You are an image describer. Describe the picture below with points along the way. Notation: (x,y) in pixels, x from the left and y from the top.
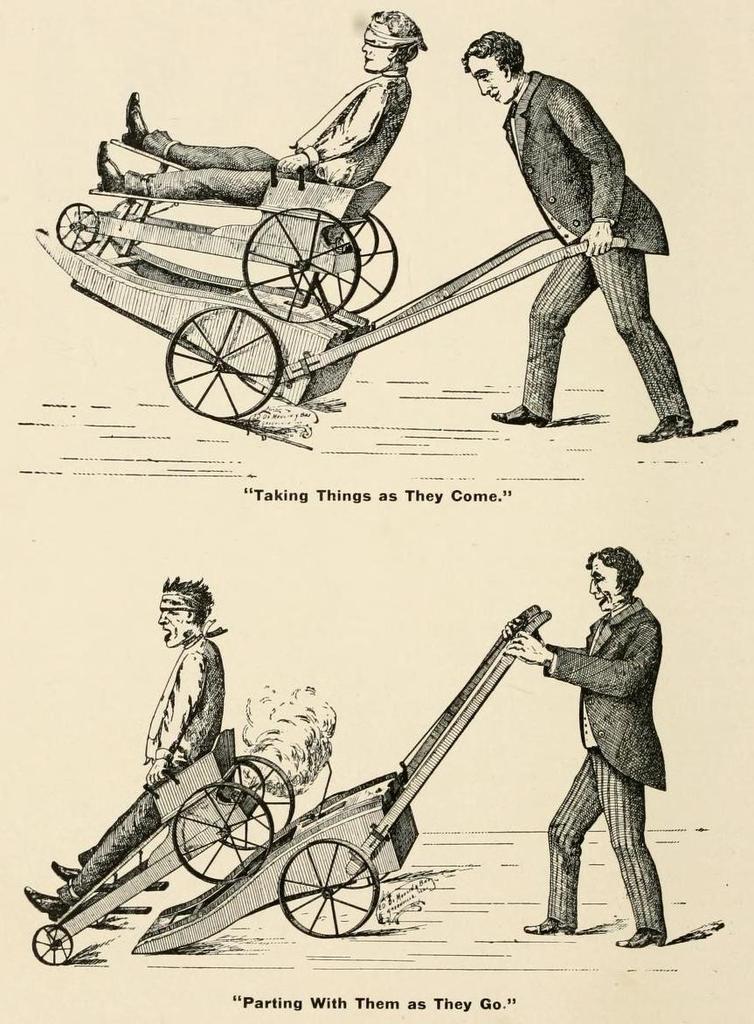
Here we can see two persons (517,122). One person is on the cart (213,277) and another person (641,239) is holding a cart (543,240) with his hand (591,247). Under these images we can see text (251,995).
